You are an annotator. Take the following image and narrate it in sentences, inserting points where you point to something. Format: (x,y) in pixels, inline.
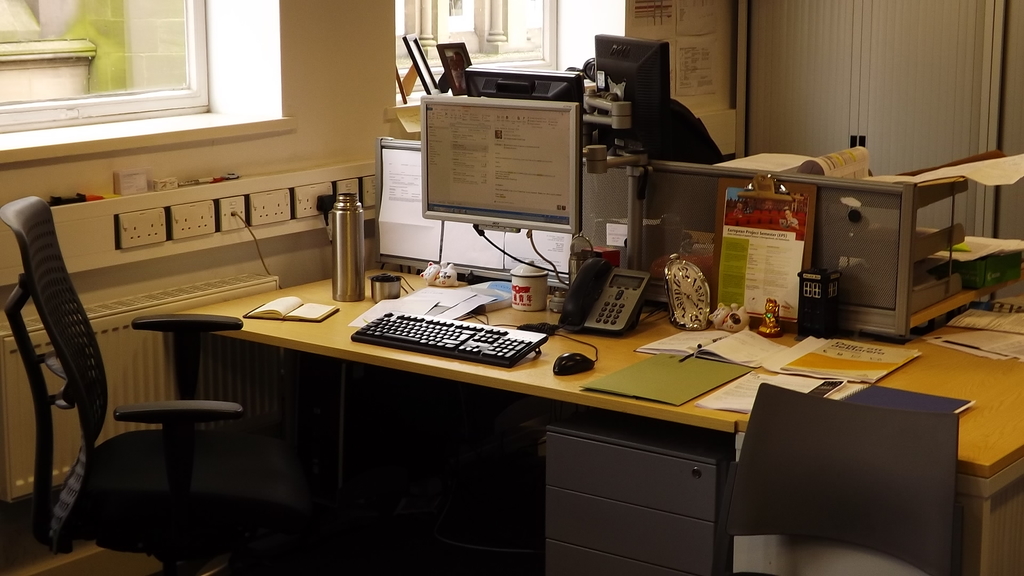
in this image one room (538,436) is there inside the many things (522,346) are there on the table (931,346) like phone (598,300), monitor (496,203), keyboard (479,339), thermos flask (348,268) and book (298,304), watch (689,302) and some books (711,350) are there and something is there inside the room (360,132) and chairs (179,393) are also there inside the room (24,112).
